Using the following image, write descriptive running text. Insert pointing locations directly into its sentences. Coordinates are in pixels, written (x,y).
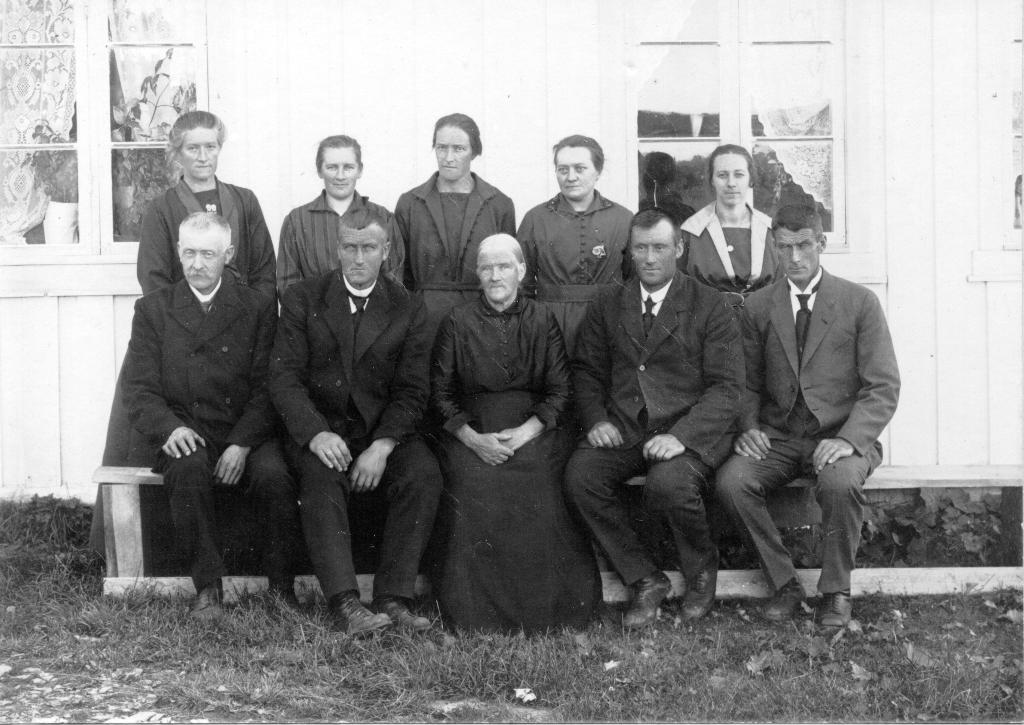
In this picture we can see some people (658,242) standing and some people (696,388) sitting, at the bottom (479,678) there is grass (454,637), in the background (820,83) we can see two windows (168,104), it is a black and white picture.
